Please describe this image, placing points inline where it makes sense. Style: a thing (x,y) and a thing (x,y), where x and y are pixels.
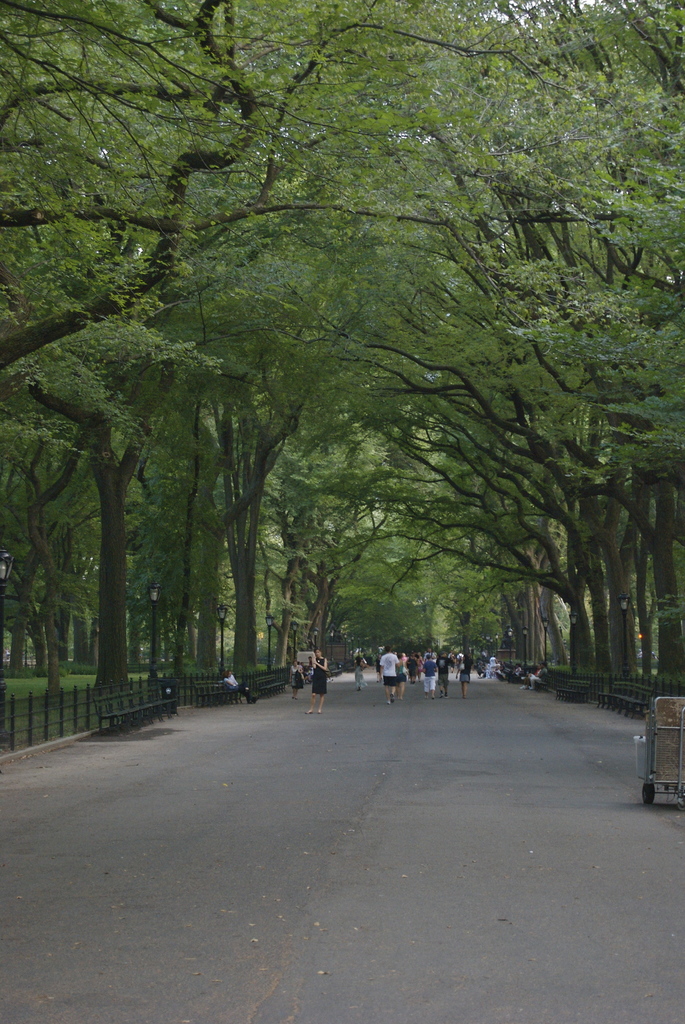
This image is taken outdoors. At the bottom of the image (227,846) there is a road (372,815). In the background (293,596) there are many trees (115,603). On the left (62,737) and right sides of the image there are two fencing's (276,671) and there are a few empty benches (562,681) on the road (542,723). In the middle of the image (431,663) a few people (387,673) are walking on the road (489,733). On the right side of the image (639,737) there is a trolley (658,761) on the road (658,819).
